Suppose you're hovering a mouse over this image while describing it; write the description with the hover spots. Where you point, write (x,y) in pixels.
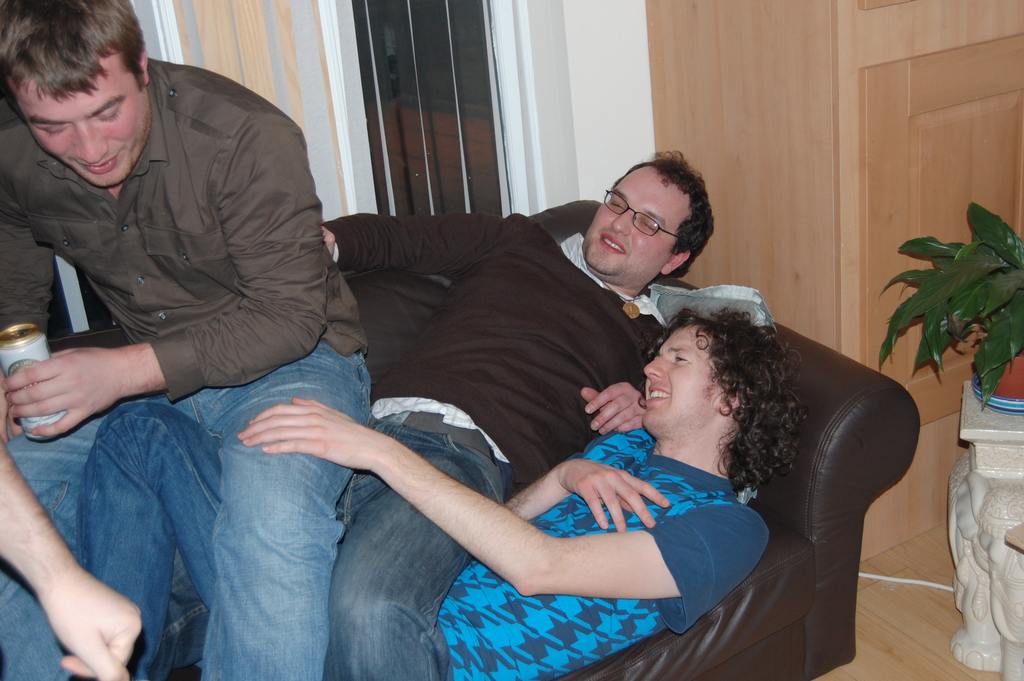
Here in this picture we can see couple of men (556,408) laying on the couch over there and we can see another person (86,433) trying to sit on them and all of them are smiling and the person (205,397) in the front (184,395) is holding a tin (28,348) in his hand (7,392) and beside them we can see a plant (1001,370) present on a stand (968,486) over there and behind them we can see a door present over there.
